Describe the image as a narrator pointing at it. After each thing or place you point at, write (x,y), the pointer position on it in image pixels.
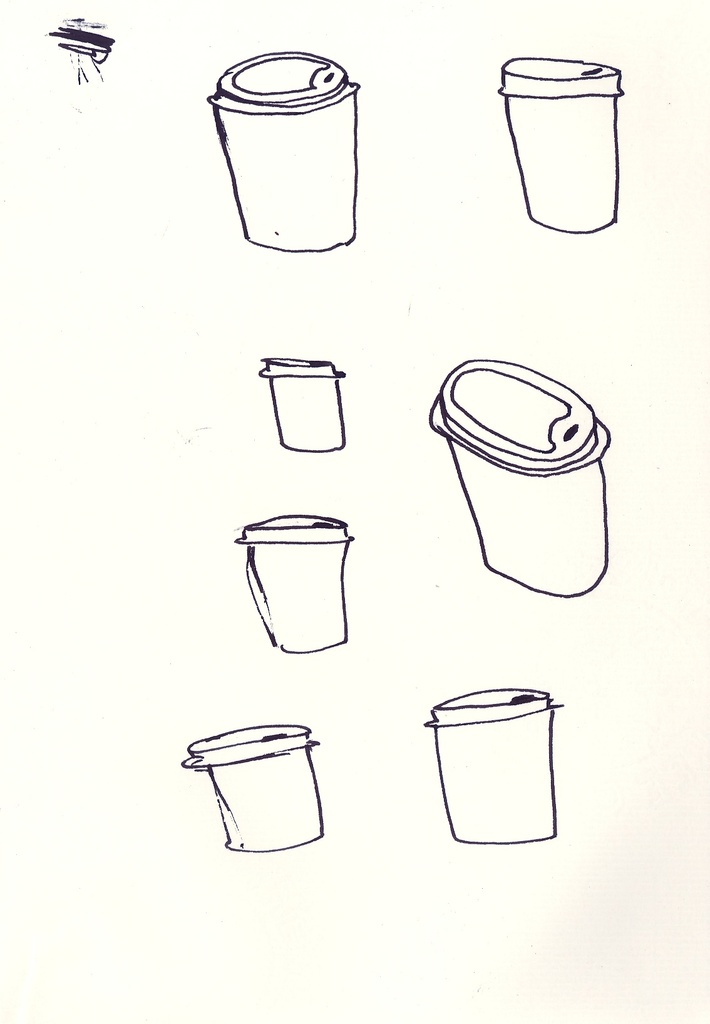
In the image there is an art (302,249) of few containers (275,53) on a canvas (70,826).
